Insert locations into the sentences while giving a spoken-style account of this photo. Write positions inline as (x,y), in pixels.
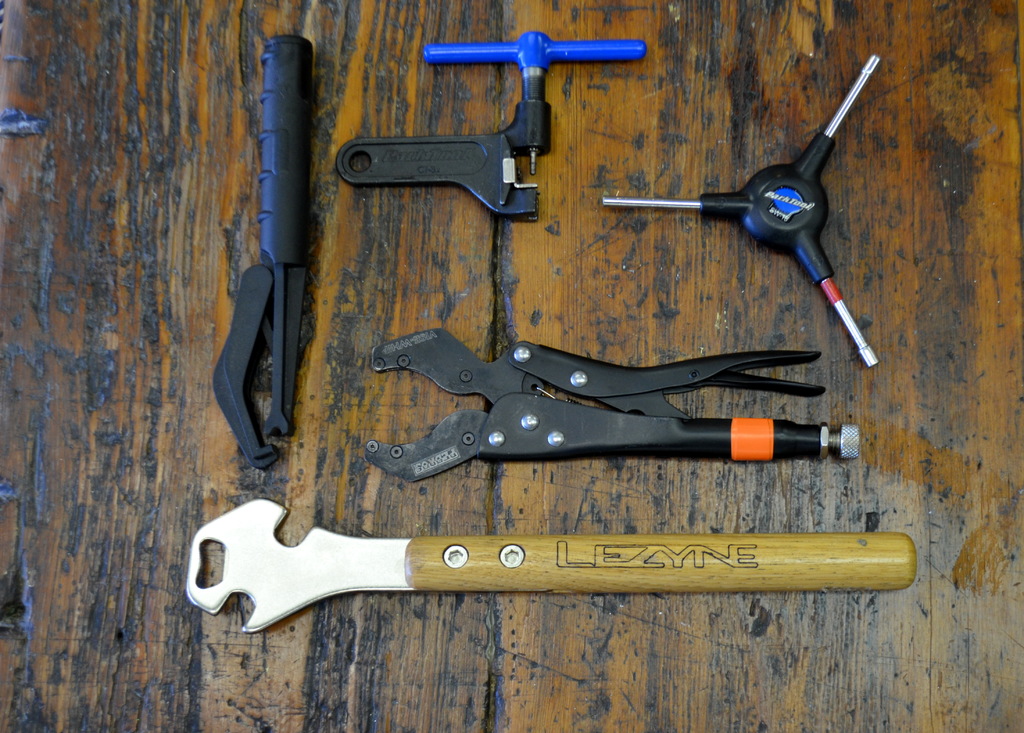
In this picture we can see a few tools (269,262) on a wooden table (425,45).
